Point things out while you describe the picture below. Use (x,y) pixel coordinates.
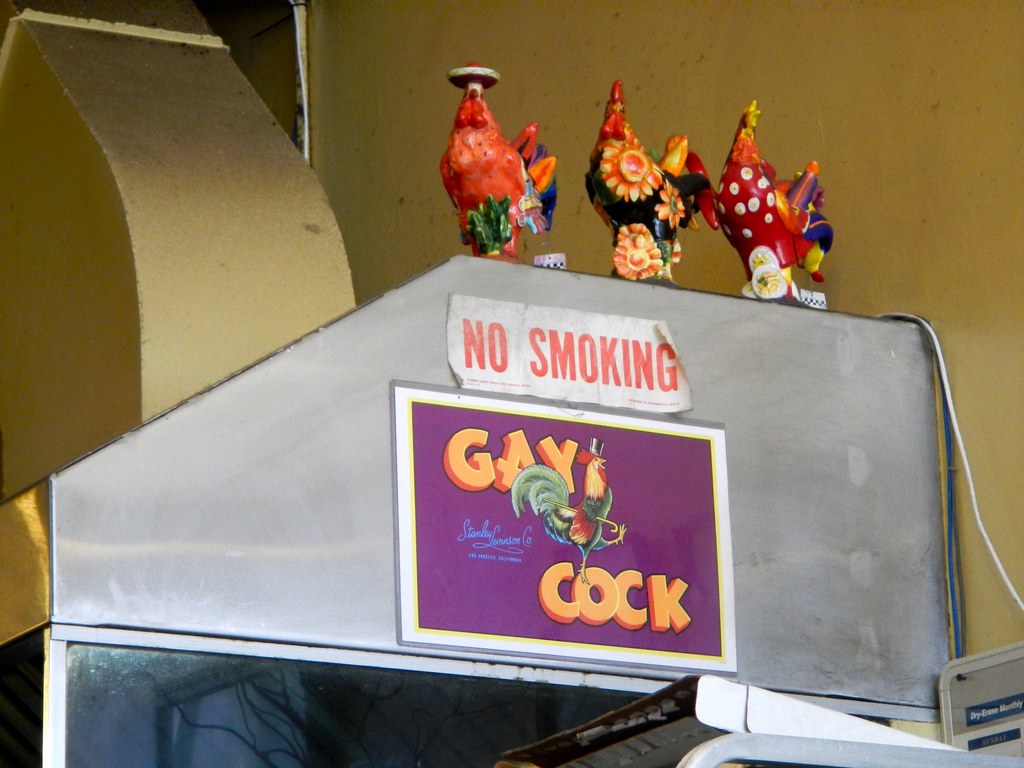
In this picture we can see show pieces (633,171), and a few things (407,606) on an object (209,736). We can see some objects (585,754) in the bottom right (964,725). A wire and a wall (250,62) is visible in the background (529,90).
